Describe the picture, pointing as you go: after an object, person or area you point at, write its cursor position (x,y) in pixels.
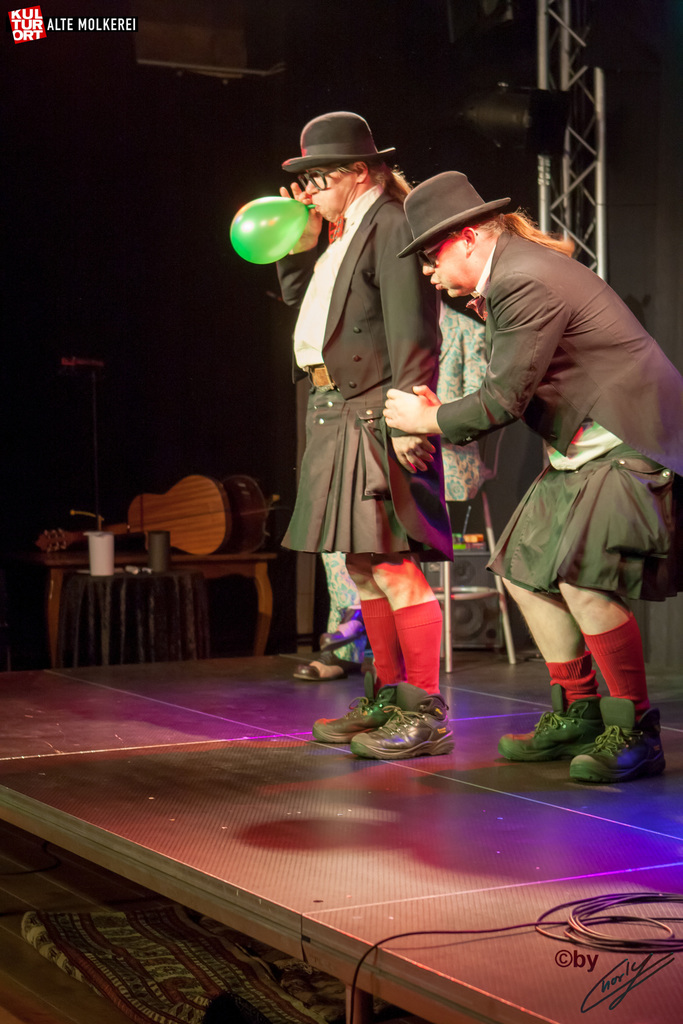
In this image there are three persons (351,579) standing on the stage (393,819) and under the stage (393,819) there is a mat (197,959). Beside the stage (151,666) there are two tables (141,566) where on one table (90,607) two objects (161,556) were placed and on another table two guitars (245,521) are placed. Beside the table (117,596) there is a mike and at the background (468,620) there is a speaker (486,575).
